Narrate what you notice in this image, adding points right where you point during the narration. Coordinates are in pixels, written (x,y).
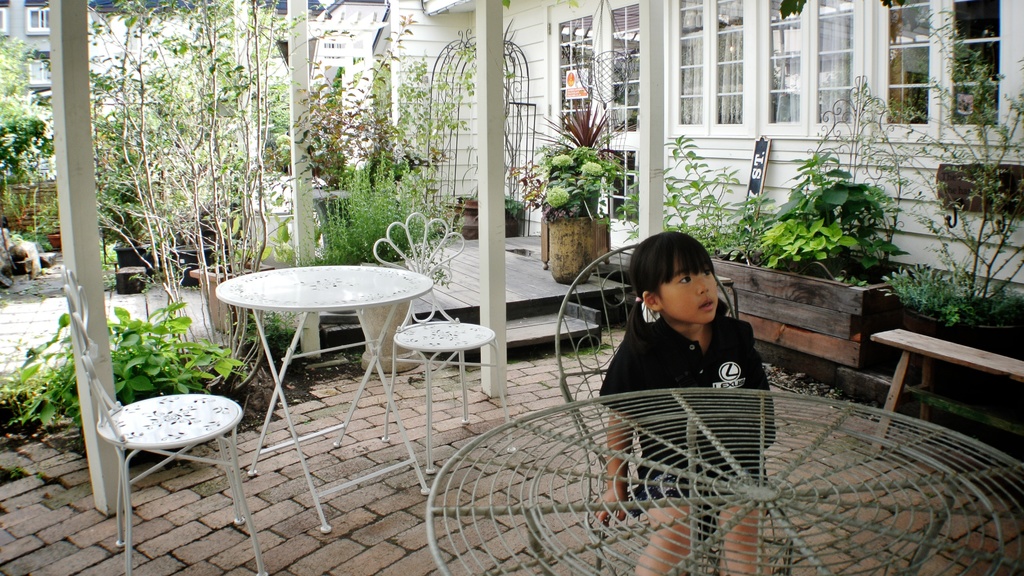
In this image I can see a girl (640,423) is sitting on a chair (559,367). In the background (433,342) I can see number of chairs (420,343), tables (291,273) and number of plants (410,229). I can also see few buildings (761,72).
